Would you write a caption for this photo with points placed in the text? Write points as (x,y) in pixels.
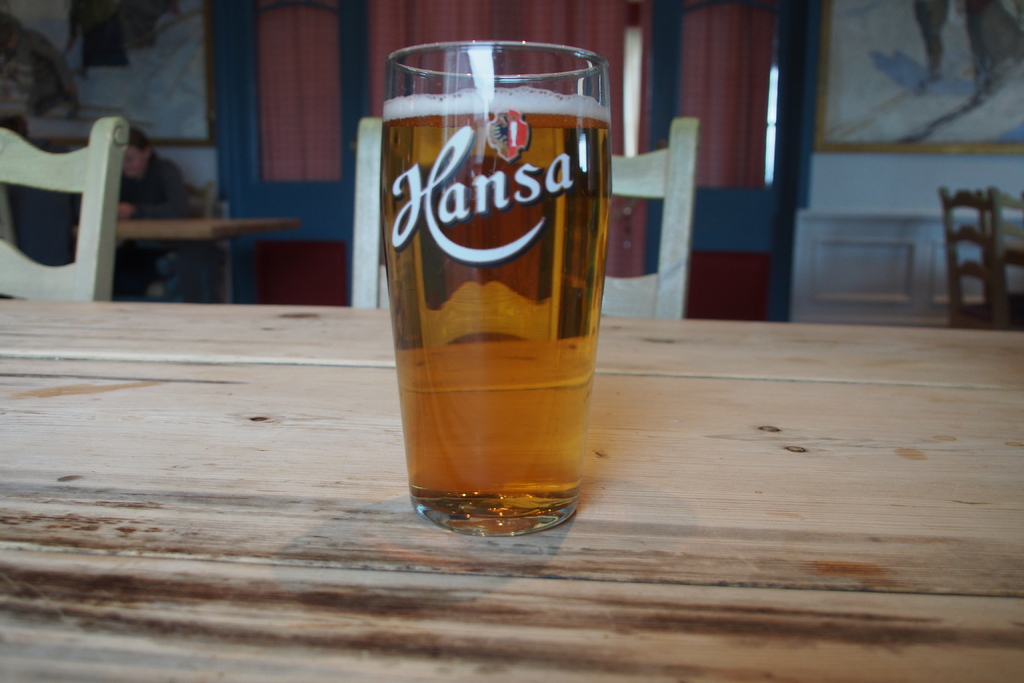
A glass of beer (468,347) is on the table (273,435). There are chairs (378,226) behind.
